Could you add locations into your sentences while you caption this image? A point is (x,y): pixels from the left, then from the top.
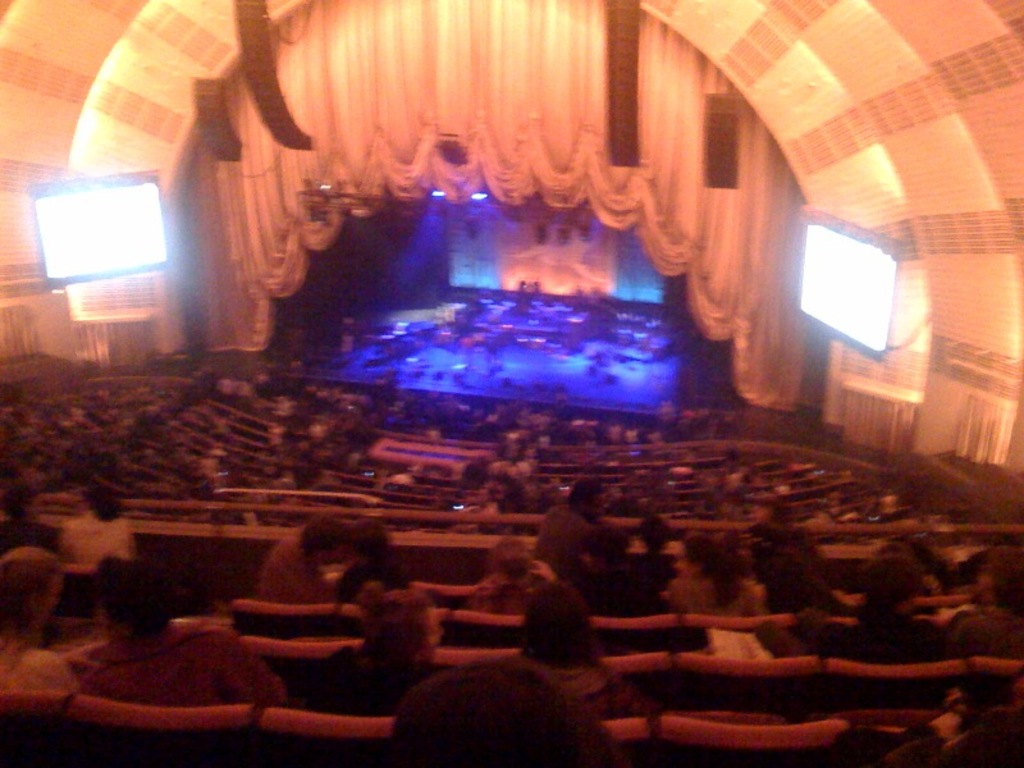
This picture describes about auditorium (542,375), in this we can find few people (243,390) are seated, in front of them we can see few screens (117,232), lights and curtains (522,152).
